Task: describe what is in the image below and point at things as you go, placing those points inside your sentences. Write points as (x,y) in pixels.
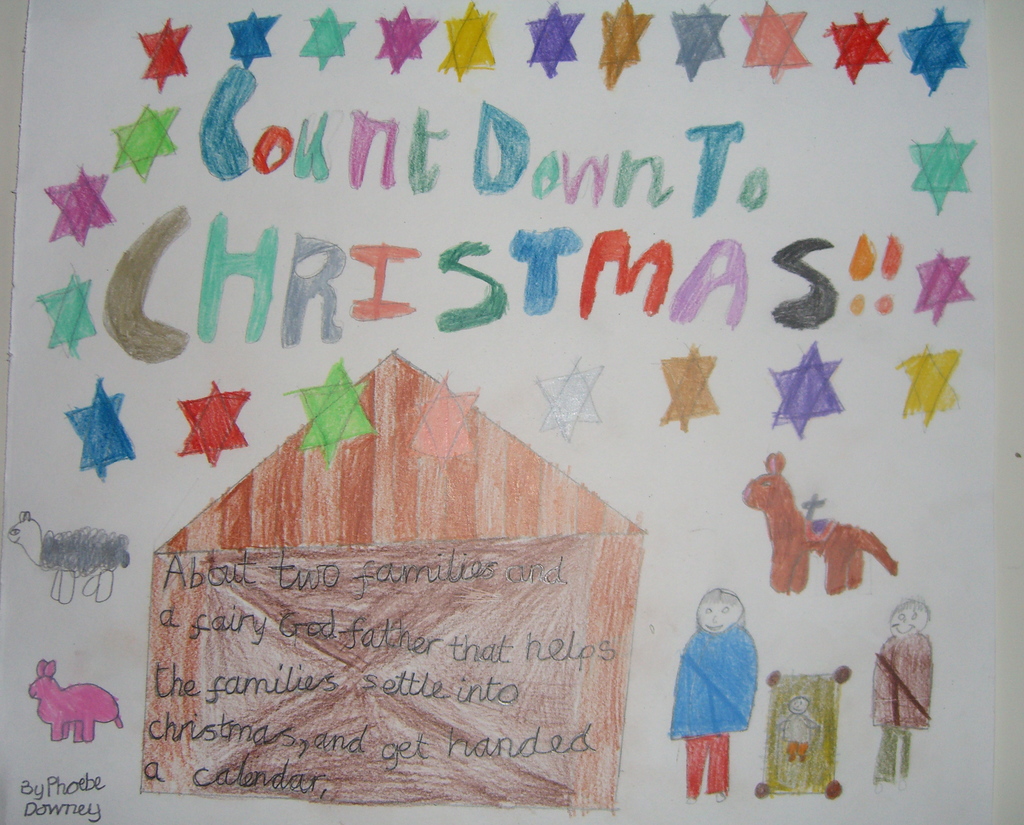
In this picture I can see art (505,437) on the paper (216,531) and I can see text (326,325).
